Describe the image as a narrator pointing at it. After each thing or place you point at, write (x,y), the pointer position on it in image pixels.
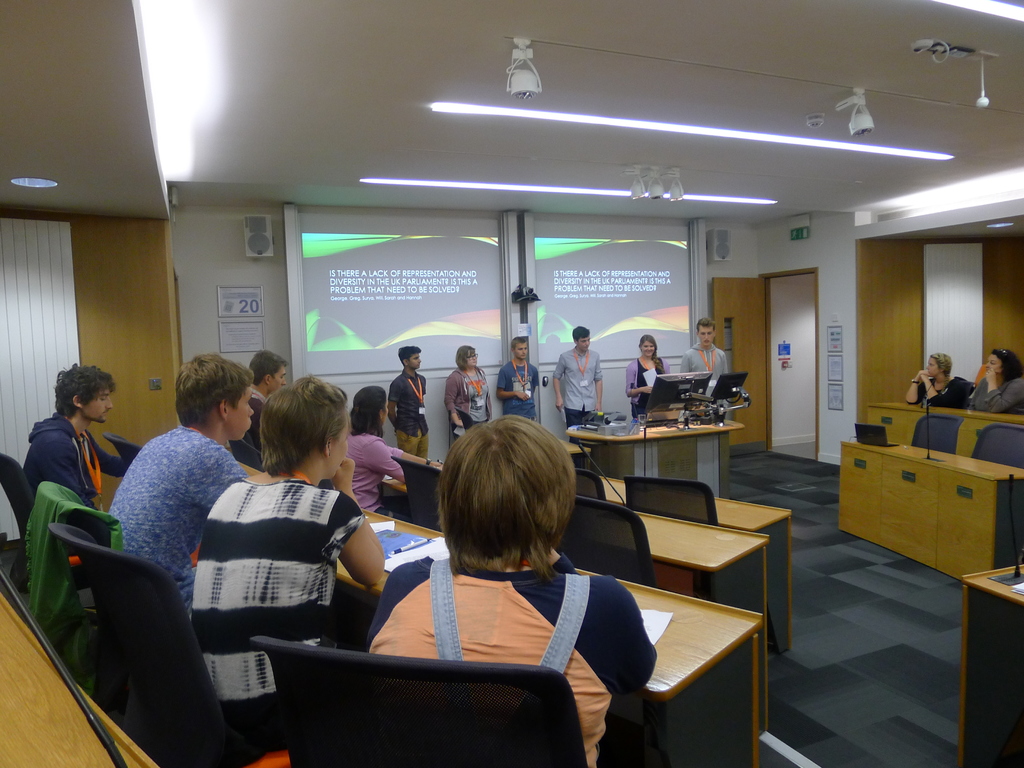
Few persons (223,458) are sitting on the chairs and few persons (598,393) are standing. We can see tables (637,467) and chairs (578,527), on the table (983,502) we can see papers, book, monitors (682,396). This is floor (859,565). On the background (657,306) we can see screens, wall (206,316), door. On the top (864,108) we can see lights (1011,8).
